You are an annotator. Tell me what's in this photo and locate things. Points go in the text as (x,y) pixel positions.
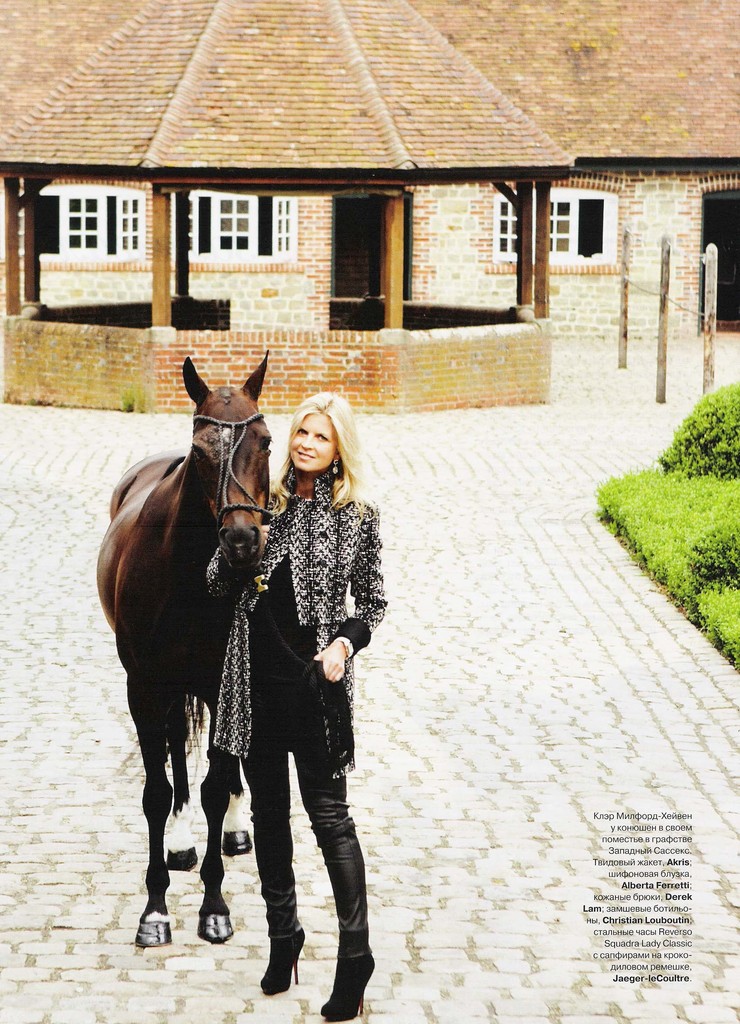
In this image we can see a woman (216,572) standing beside a horse (182,740). In the background (216,198) we can see a building (435,180) and shrubs (693,485).
